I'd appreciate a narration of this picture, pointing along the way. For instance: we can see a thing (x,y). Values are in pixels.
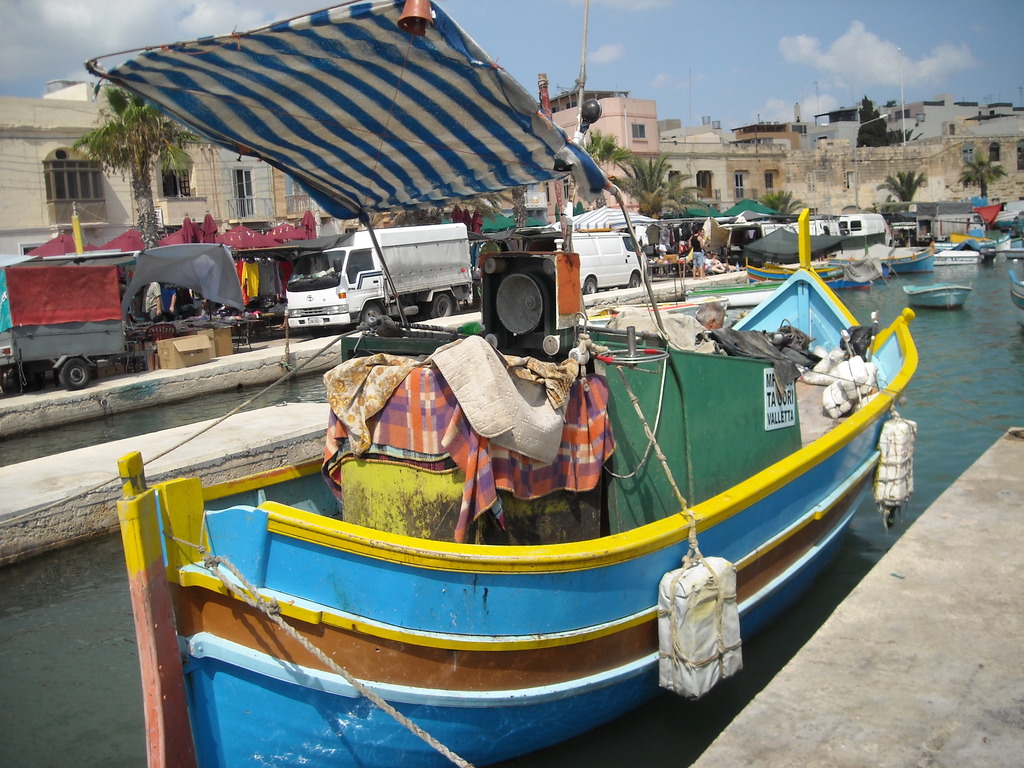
In this image, we can see tents (416,54), clothes (716,350) and some other objects (760,345) are on the boat (699,382) and in the background (884,258), there are many boats (950,291) and we can see vehicles (99,282), tents (115,282), buildings (107,185), trees (117,148) and poles (579,107). At the bottom (8,593), there is water (964,349) and at the top (718,47), there are clouds (859,46) in the sky (529,68).
